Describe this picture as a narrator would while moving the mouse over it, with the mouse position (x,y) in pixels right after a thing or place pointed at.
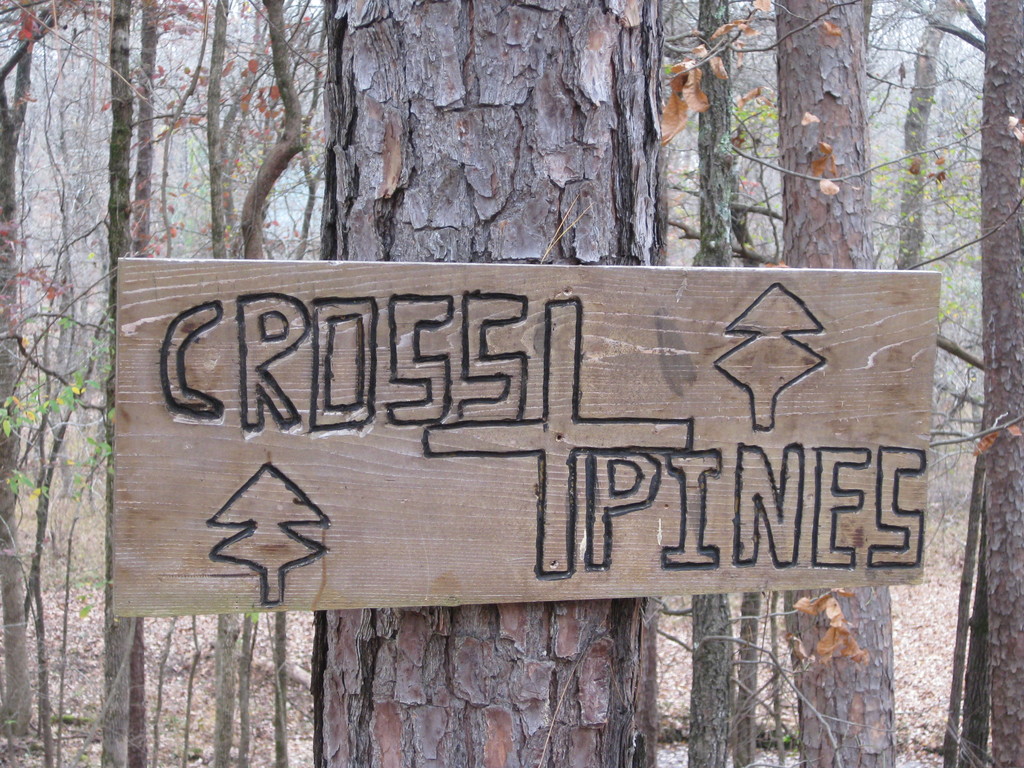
In the foreground of the picture (623,359) I can see the trunk (561,121) of a tree (561,121) in the middle of the image (385,257) and there is a wooden board (617,508) with text (485,346) on it. In the background (824,197), I can see the trees (815,50).
